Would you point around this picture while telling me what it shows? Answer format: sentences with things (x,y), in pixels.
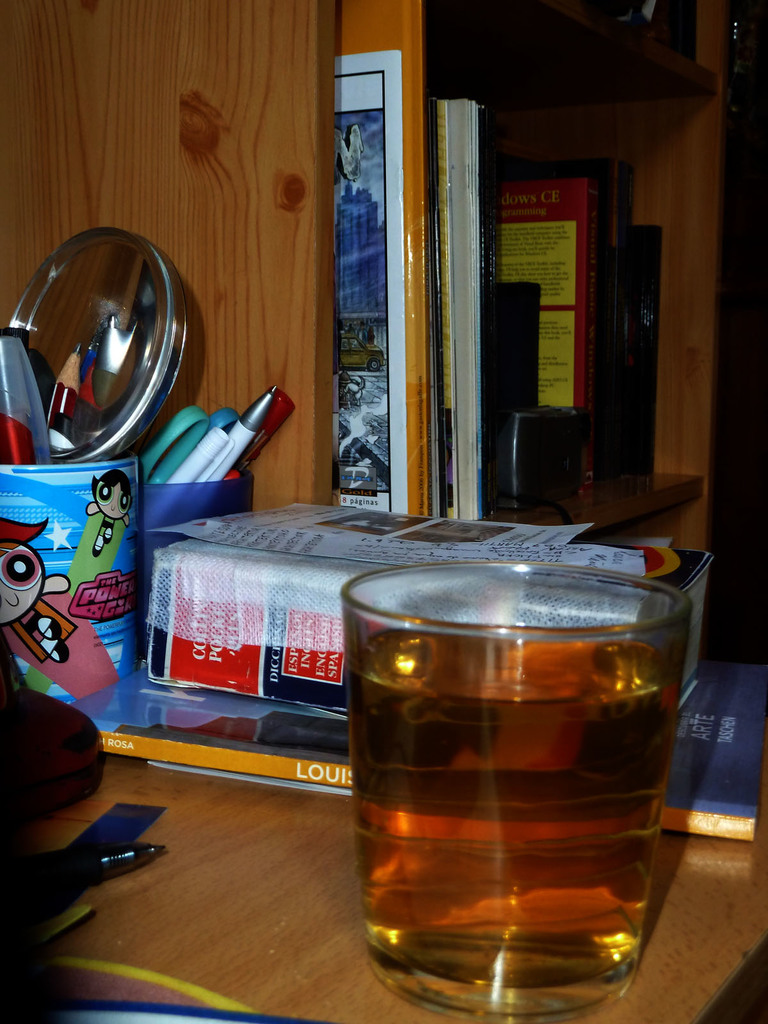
There is a glass (421,711), books (335,638), and some other objects (83,634) are kept on a wooden surface (238,805) as we can see at the bottom of this image (175,893). There are some books (412,407) kept in a rack (328,301) at the top of this image (472,292).
